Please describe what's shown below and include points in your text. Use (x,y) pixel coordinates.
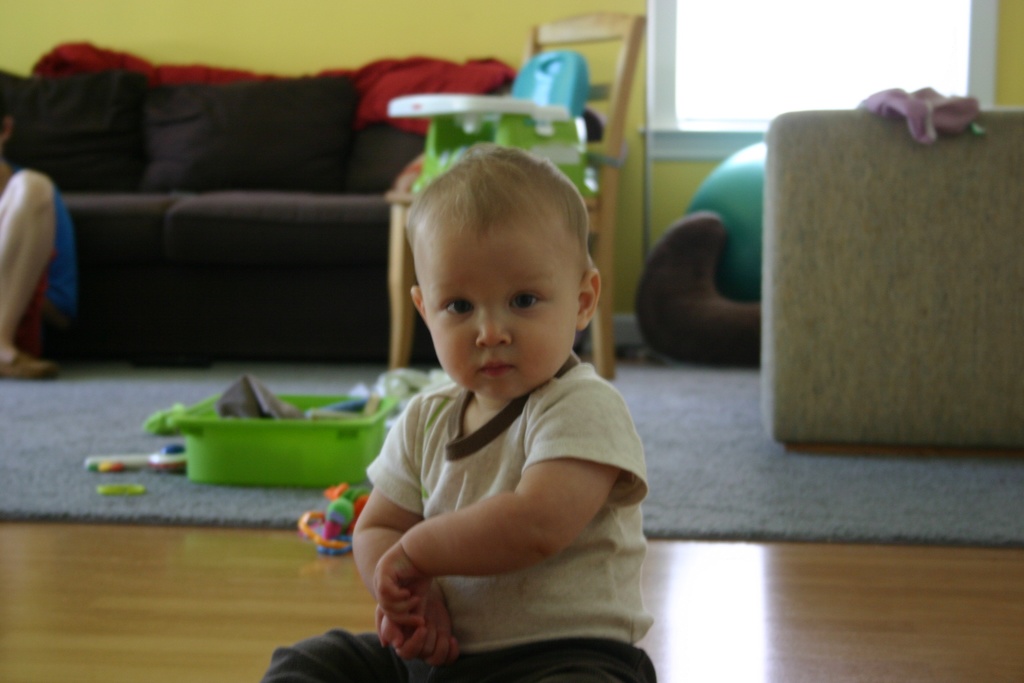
In the middle of the image (489,374) there is a baby (460,595) sitting on the floor (327,557). Behind the baby (412,465) there is a floor mat (196,381) with green tray (267,422) and toys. There is a wooden chair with an object (545,97) on it. And also there is a sofa (50,164) with red cloth (496,83). In front of the sofa (31,152) there is a person (32,228) sitting on the left side (39,243). On the right side of the image (775,312) there is a sofa (878,157) with cloth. In the background (681,205) there is a wall (269,68) with windows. And also there is an object (679,283) in front of the window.
